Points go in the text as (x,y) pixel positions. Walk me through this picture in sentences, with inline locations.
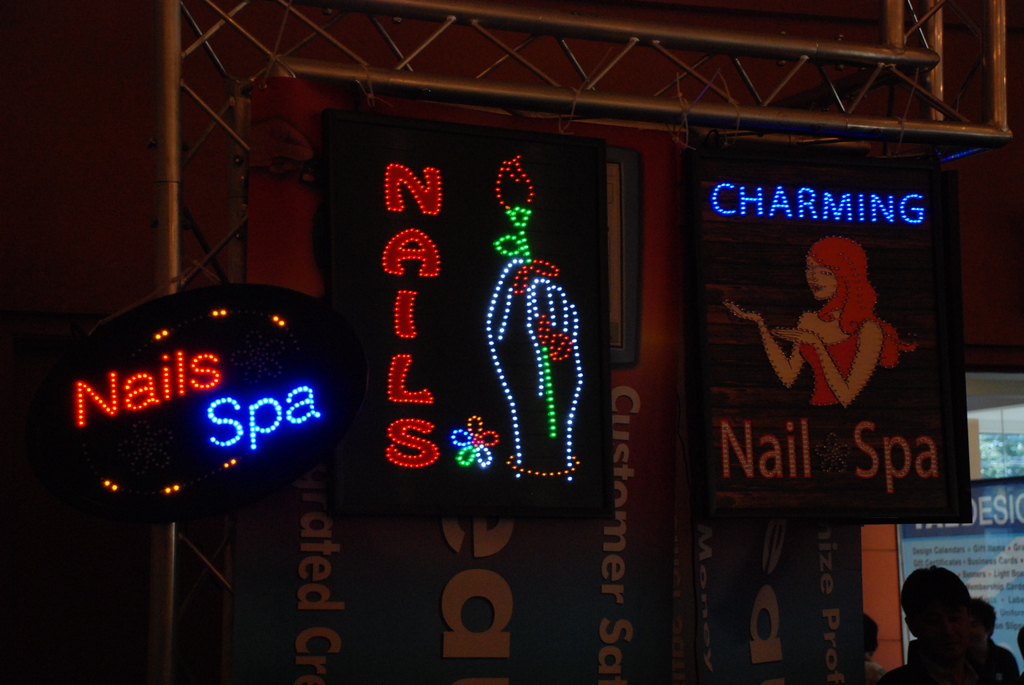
In this image I can see number of boards (626,355) and on it I can see something is written. I can also see lights (791,386) on few boards (541,361) and on the bottom right side of this image (942,580) I can see few people (906,615). In the background (378,1) I can see few poles (928,118) and I can also see this image is little bit in dark.
